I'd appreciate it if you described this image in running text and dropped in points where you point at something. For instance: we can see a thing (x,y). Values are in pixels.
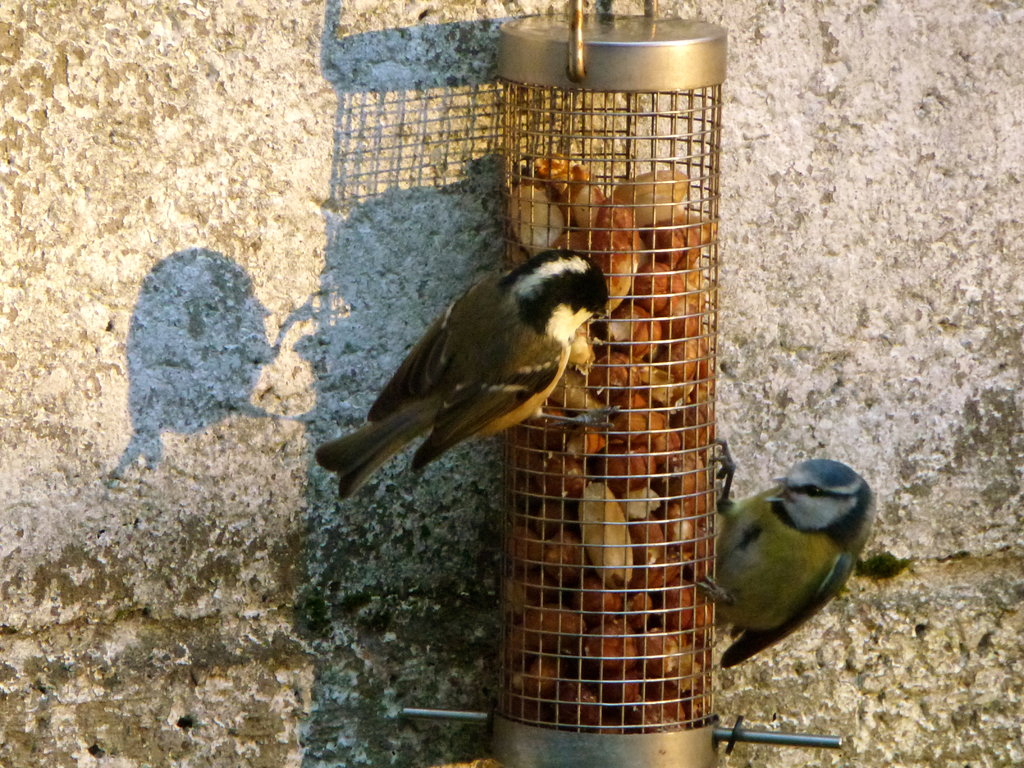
In this image there are food items (697,323) in a metal object (630,102) on which there are birds (838,476). In the background of the image (359,501) there is a wall (217,534).
